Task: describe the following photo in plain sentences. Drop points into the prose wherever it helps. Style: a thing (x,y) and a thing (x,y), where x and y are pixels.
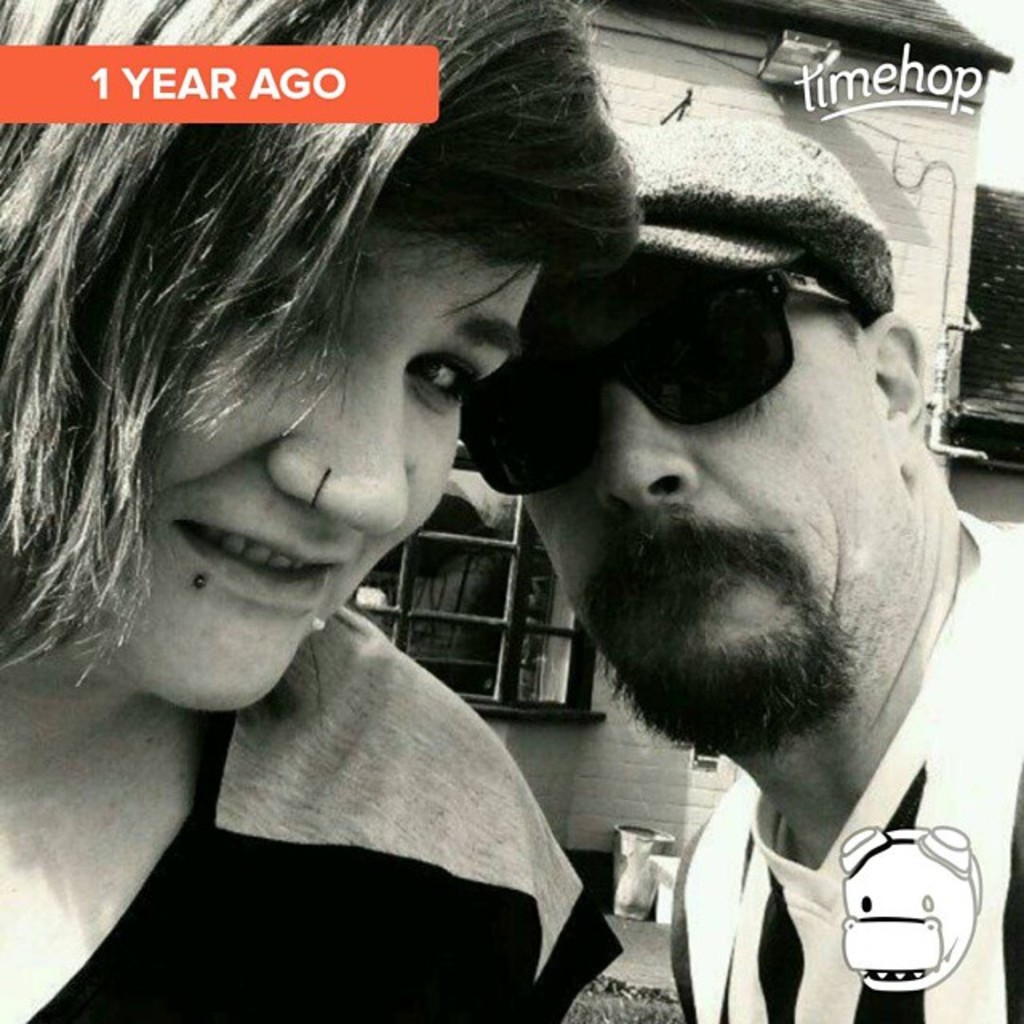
In this picture we can see a woman (117,860) smiling and beside her a man (624,340) wore goggles (508,371) and at the back of them we can see a house (953,291) with a window (526,650) and some objects (619,850) and stickers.
